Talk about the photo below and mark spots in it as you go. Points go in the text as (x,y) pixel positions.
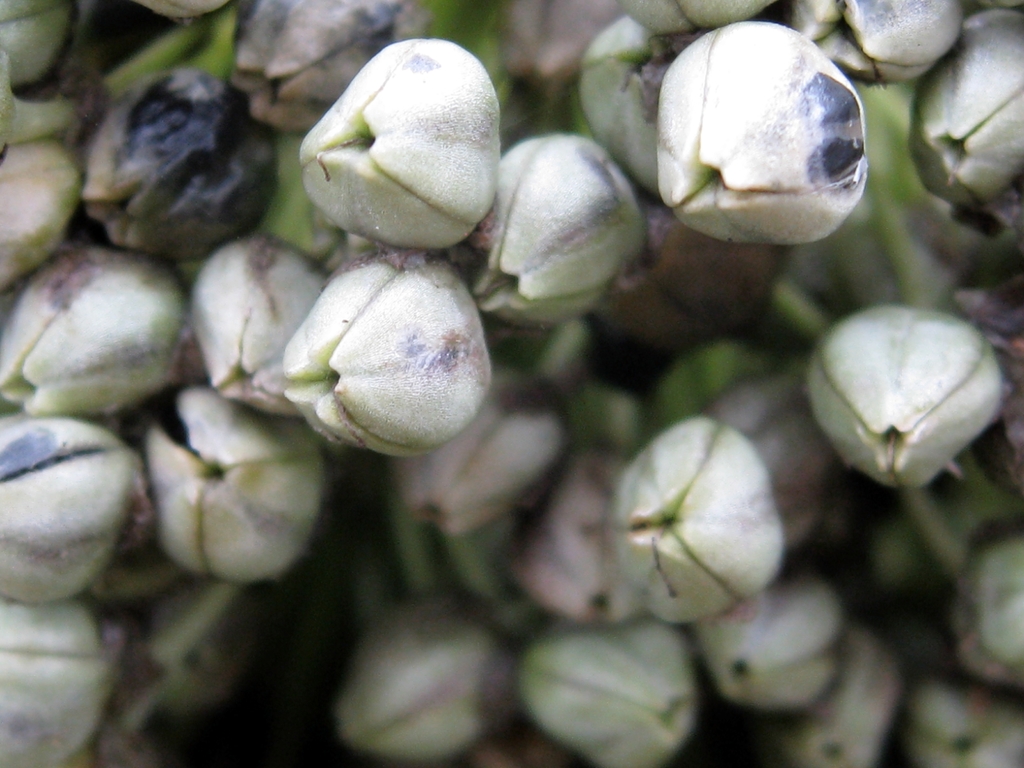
In this image there are flower buds (780,395).
